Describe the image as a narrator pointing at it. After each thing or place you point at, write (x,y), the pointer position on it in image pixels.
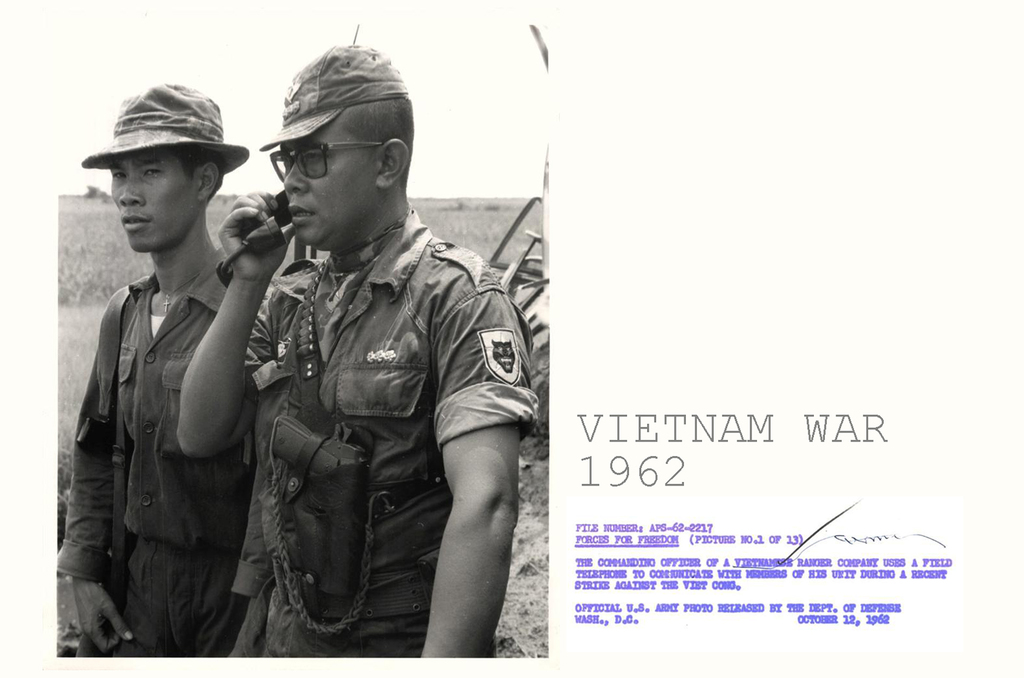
In this image in the center (342,230) there are two persons (308,403) who are standing and one person (243,302) is holding a phone (271,227) and talking, in the background (291,244) there is a grass (92,251) and one object (547,344). On the right side of the image (781,575) there is some text (842,575) written.
